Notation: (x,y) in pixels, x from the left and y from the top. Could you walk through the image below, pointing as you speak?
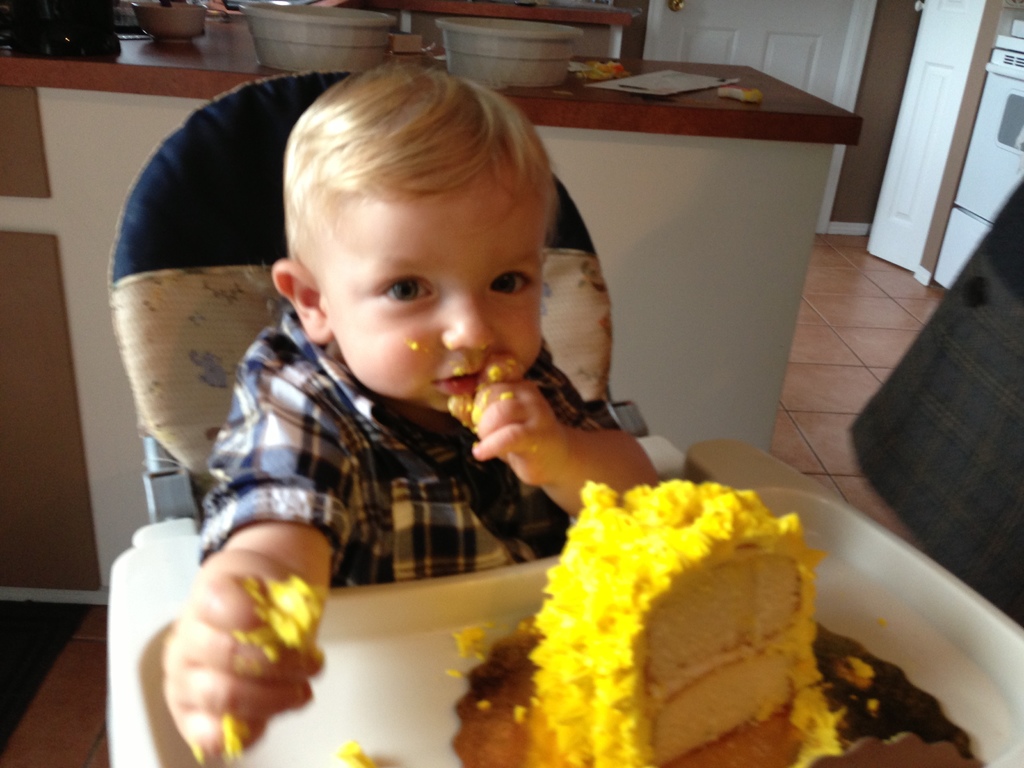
This picture shows a boy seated and playing with a pastry (652,490) and we can see a countertop (812,130) and few vessels (365,19) on it.
